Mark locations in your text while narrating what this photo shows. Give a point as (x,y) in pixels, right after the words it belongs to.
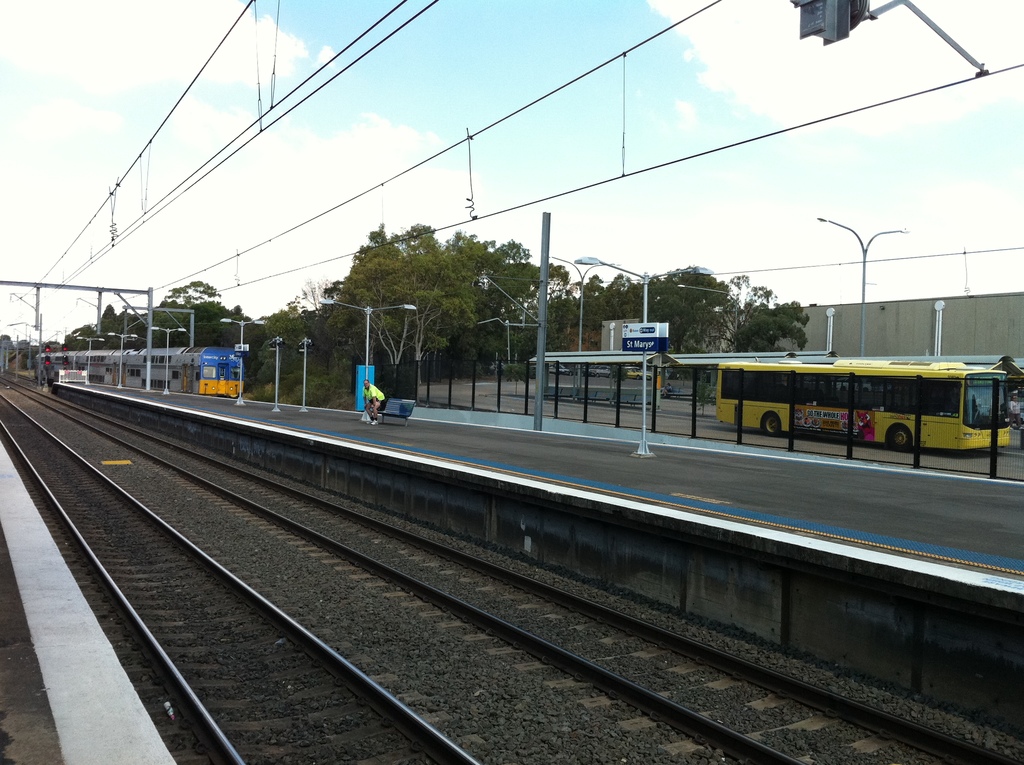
This image is clicked in a railway station (378,506). There are trees (404,272) in the middle (400,287). There are railway tracks (91,467) in the middle (362,509). There is a train (229,371) on the left side (172,366). There is sky (453,72) at the top (483,107). There is a bus (857,433) on the right side (859,419). There are lights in the middle (365,357). There is a person (377,401) sitting in the middle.
